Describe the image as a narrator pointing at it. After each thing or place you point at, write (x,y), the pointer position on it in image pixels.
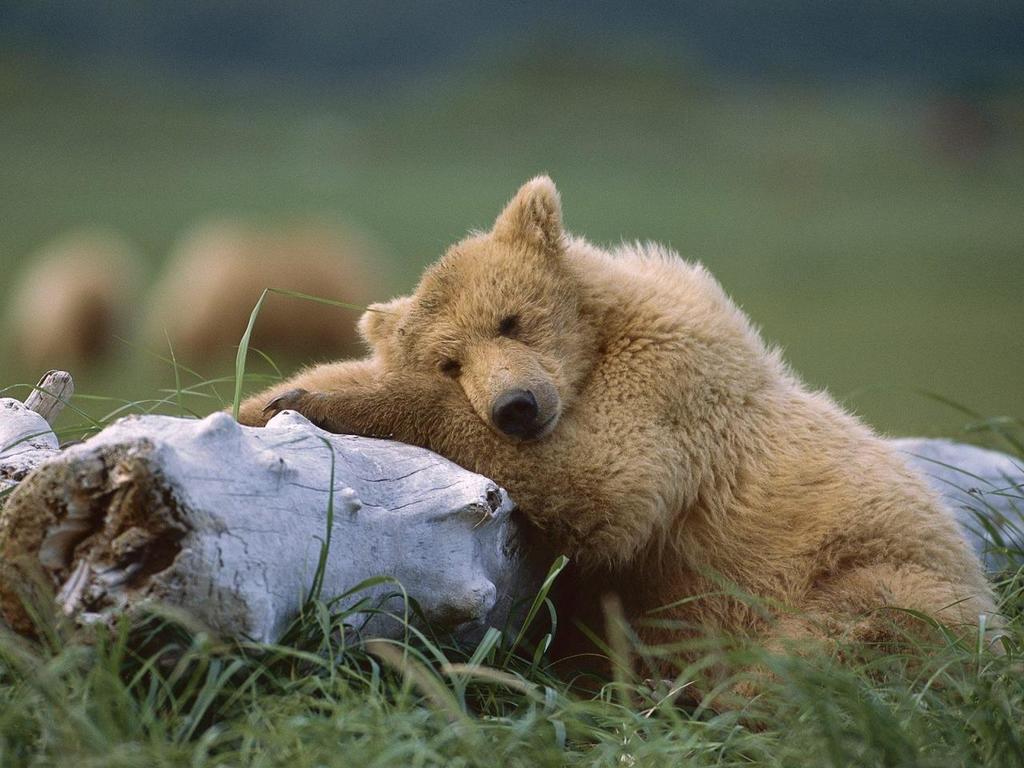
In the image we can see the bear (634,514), pale brown in color and the bear (634,523) is resting on the wooden log (416,562). Here we can see the grass (699,728) and the background (380,194) is blurred.
